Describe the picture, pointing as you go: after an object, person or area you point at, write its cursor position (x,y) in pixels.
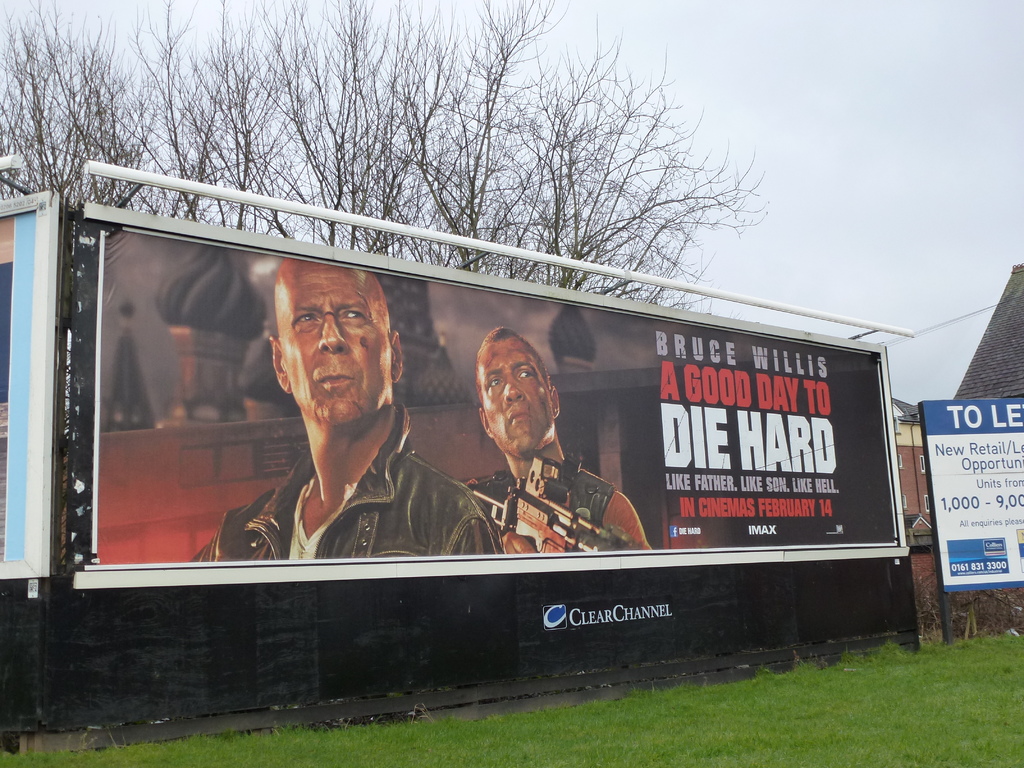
In this image there is a hoarding (397,368) which is attached to the wall (281,588). Behind the hoarding (255,326) there are trees (409,154). On the right side (958,445) there is a board (941,534) on the ground (936,656). Behind the ground (986,665) there are buildings (982,356). At the top (961,102) there is the sky (955,106). At the bottom (744,714) there is grass (750,709).
